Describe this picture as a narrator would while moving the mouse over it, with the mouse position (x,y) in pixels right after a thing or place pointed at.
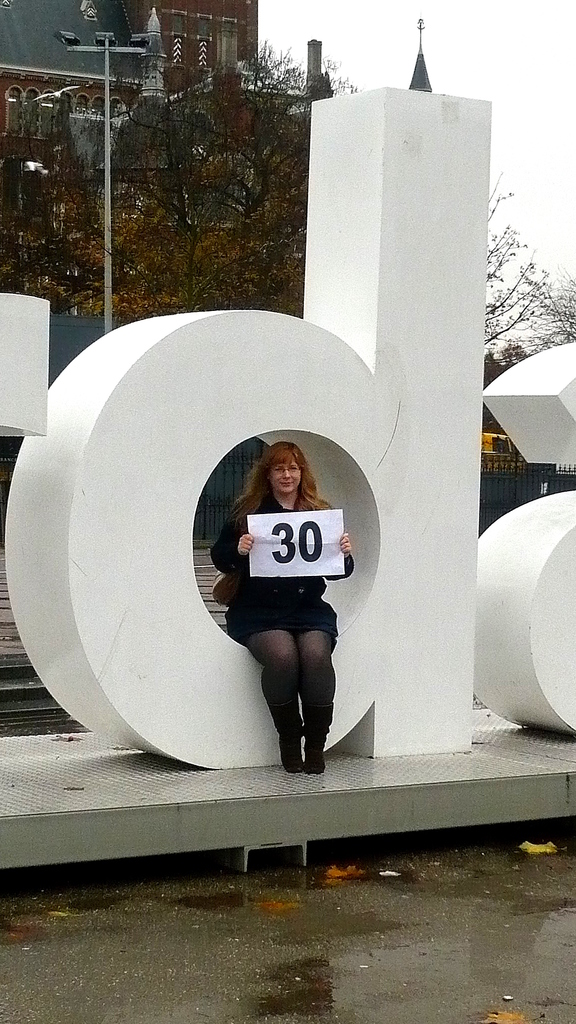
In the image we can see there is a woman (288,595) sitting on the ¨d¨ alphabet statue (420,385) and she is holding paper (291,560) on which its written ¨30¨. Behind there are trees (129,121) and there is street light pole (100,40). There are buildings (91,113) and the sky (450,3) is cloudy.
